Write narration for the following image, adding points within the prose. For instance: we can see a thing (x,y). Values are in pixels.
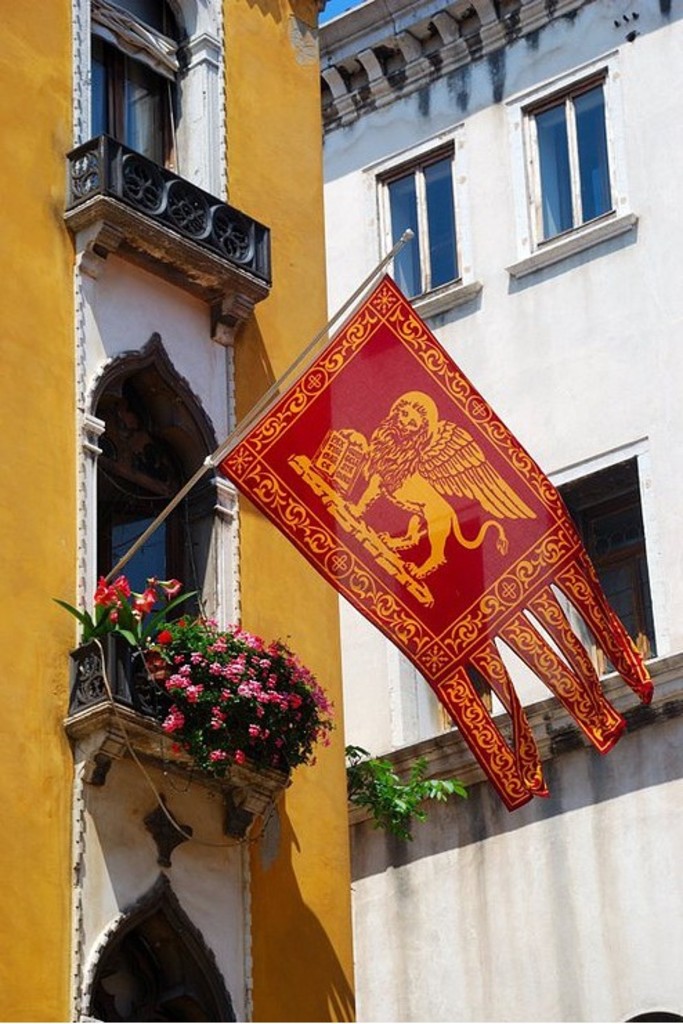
In this picture we can see some buildings (59,172), among them one building (270,334) has attached flag (458,574) and we can see some potted plants (167,672).
